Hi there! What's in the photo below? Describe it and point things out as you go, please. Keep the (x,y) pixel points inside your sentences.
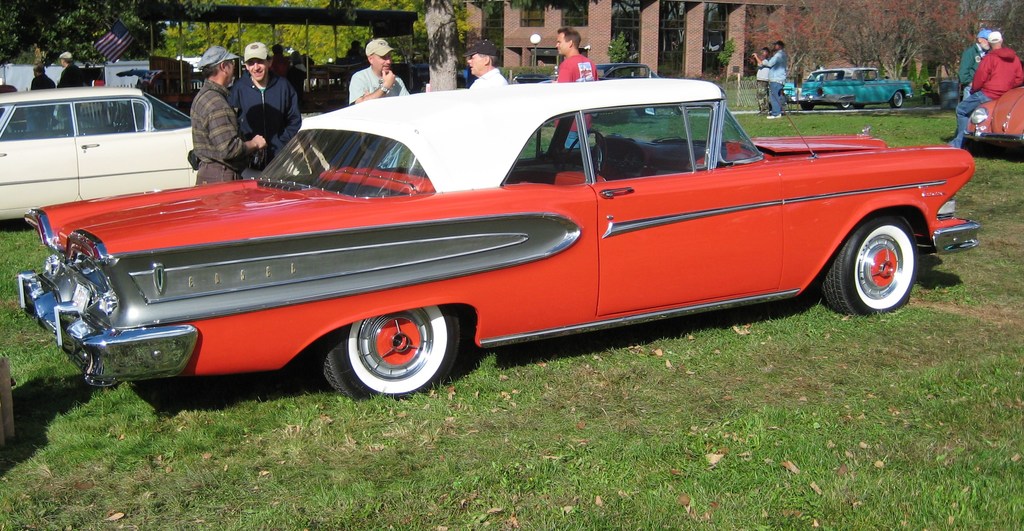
In this image we can see cars (666,170) and people (972,91) on the grassy land (702,448). In the background (638,78), we can see cars (895,103) on the road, fence (741,79), trees (861,44), buildings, a flag (115,42) and shelter (352,23).
